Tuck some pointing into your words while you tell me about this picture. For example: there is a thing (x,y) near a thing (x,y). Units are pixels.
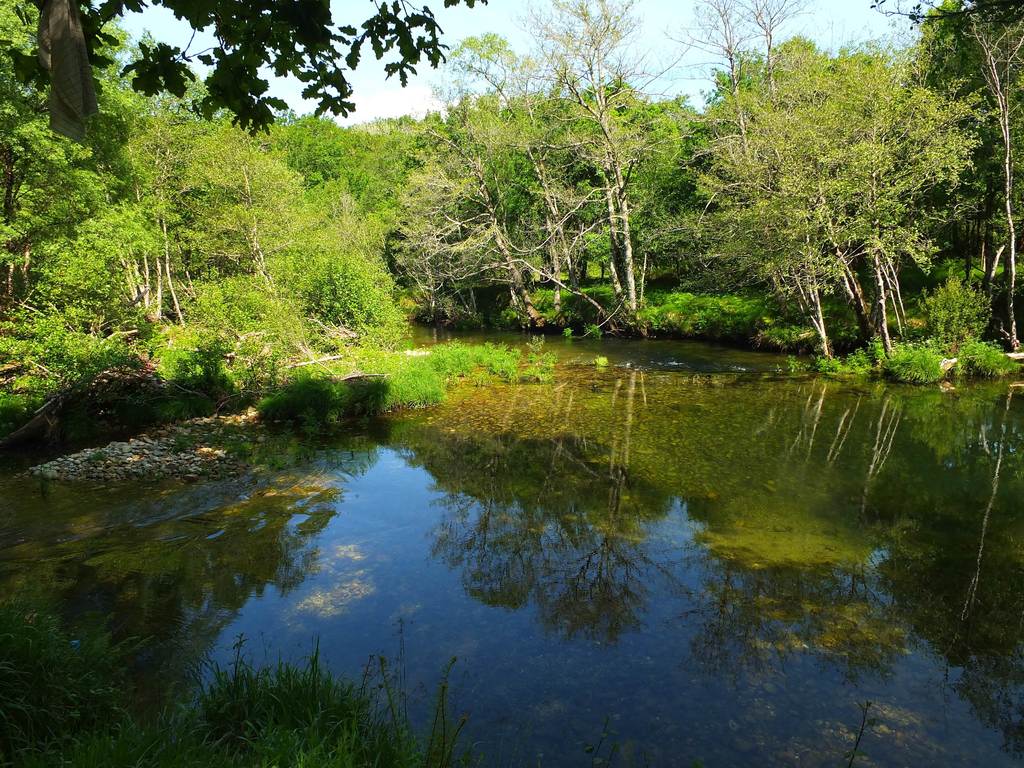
In this picture we can see many trees (13,280), plants (725,324) and grass (803,330). At the bottom (498,572) there is a water (775,596). At the top (661,1) we can see sky (515,14) and clouds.
